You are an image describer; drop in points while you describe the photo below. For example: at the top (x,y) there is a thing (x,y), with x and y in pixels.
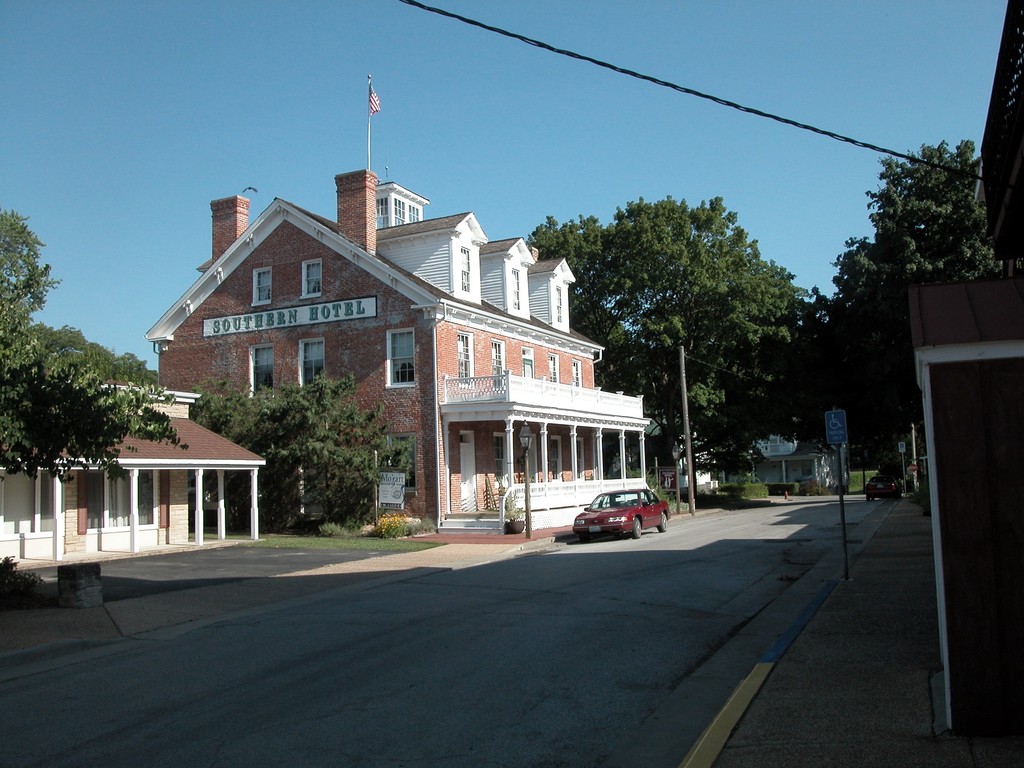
In the image we can see there are buildings (36,505) and there are trees (947,175). There is a car (625,513) parked on the road (489,569).
